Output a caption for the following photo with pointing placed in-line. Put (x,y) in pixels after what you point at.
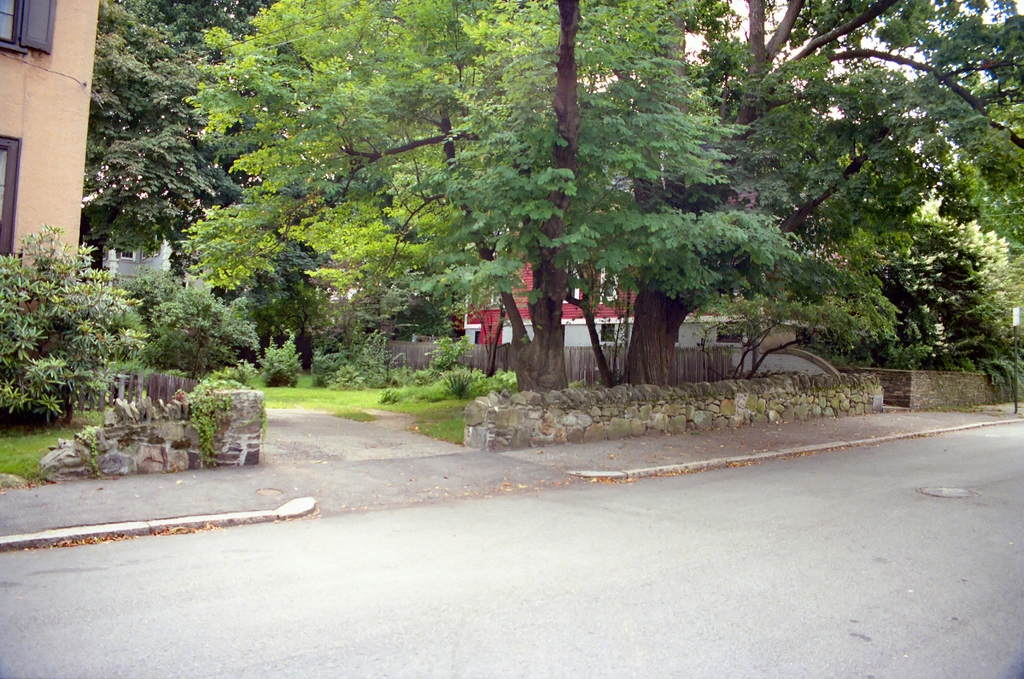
This is road (790,598). Here we can see plants (416,397), grass (351,405), trees (787,267), wall (780,377), and buildings (37,127).
